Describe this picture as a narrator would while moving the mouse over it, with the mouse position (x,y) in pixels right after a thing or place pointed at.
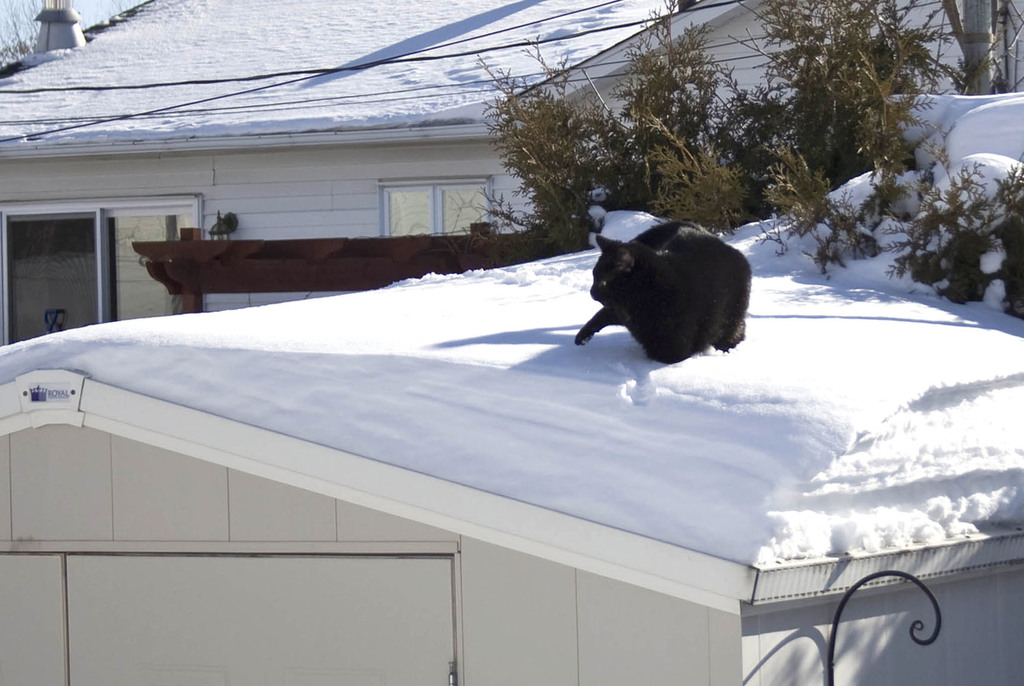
In this picture we can see the sky (129,2), houses (116,40), rooftops (714,428) filled with the snow (586,30), transmission wires (466,53), trees (1003,232), windows (20,248). We can see a black cat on the roof top (769,344). At the bottom portion of the picture (845,595) we can see a black designed pole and it seems like the door (326,662) of a house (601,651).
